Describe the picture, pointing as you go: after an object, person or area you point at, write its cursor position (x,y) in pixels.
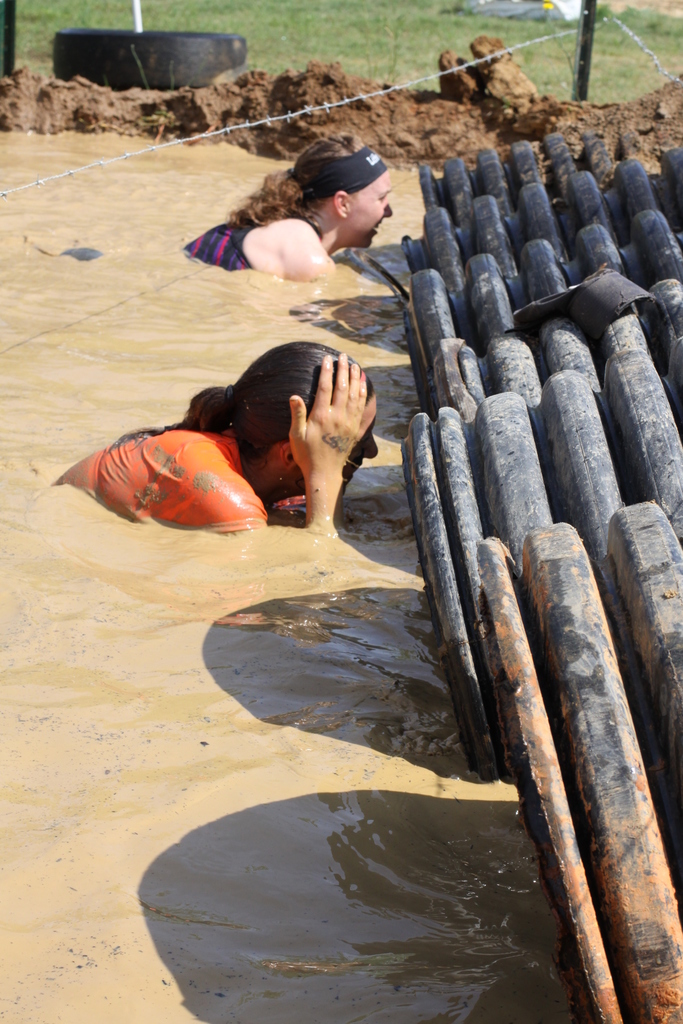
In this image we can see a grassy land (367,35) at the top of the image (371,29) and a tire (174,48). The people (315,240) are playing in the dirt water (287,650) and we can see some rubber objects (543,410) at the right most of the image (600,448).
